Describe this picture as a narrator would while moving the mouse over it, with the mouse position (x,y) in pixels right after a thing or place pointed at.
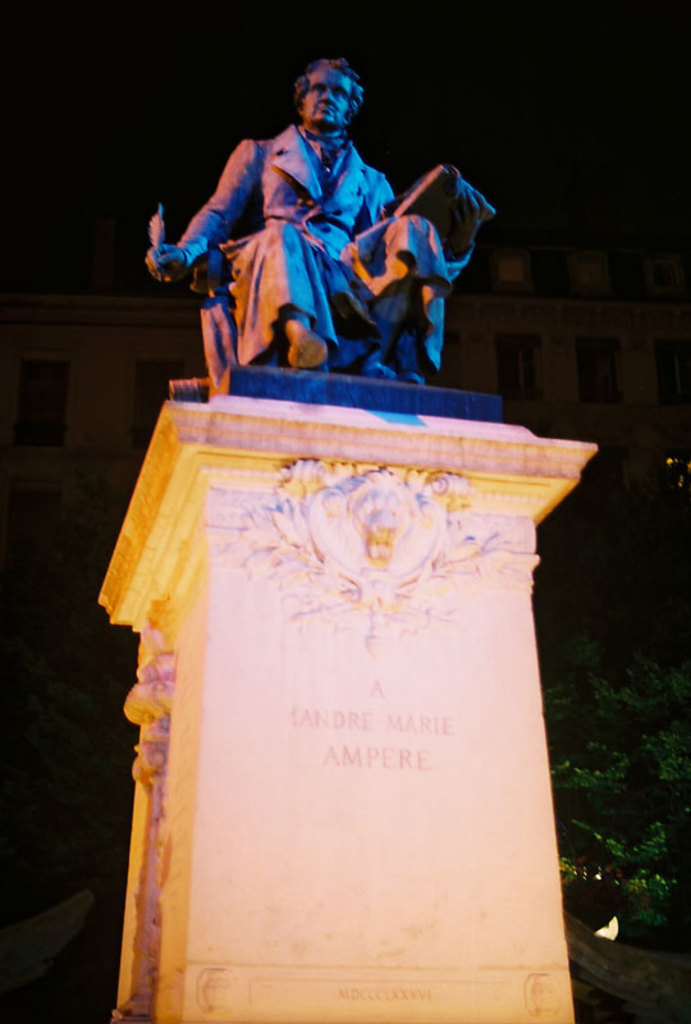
It is a statue (244,206) of a person (336,343) and the statue (246,377) is placed on a tall pedestal (433,574).
